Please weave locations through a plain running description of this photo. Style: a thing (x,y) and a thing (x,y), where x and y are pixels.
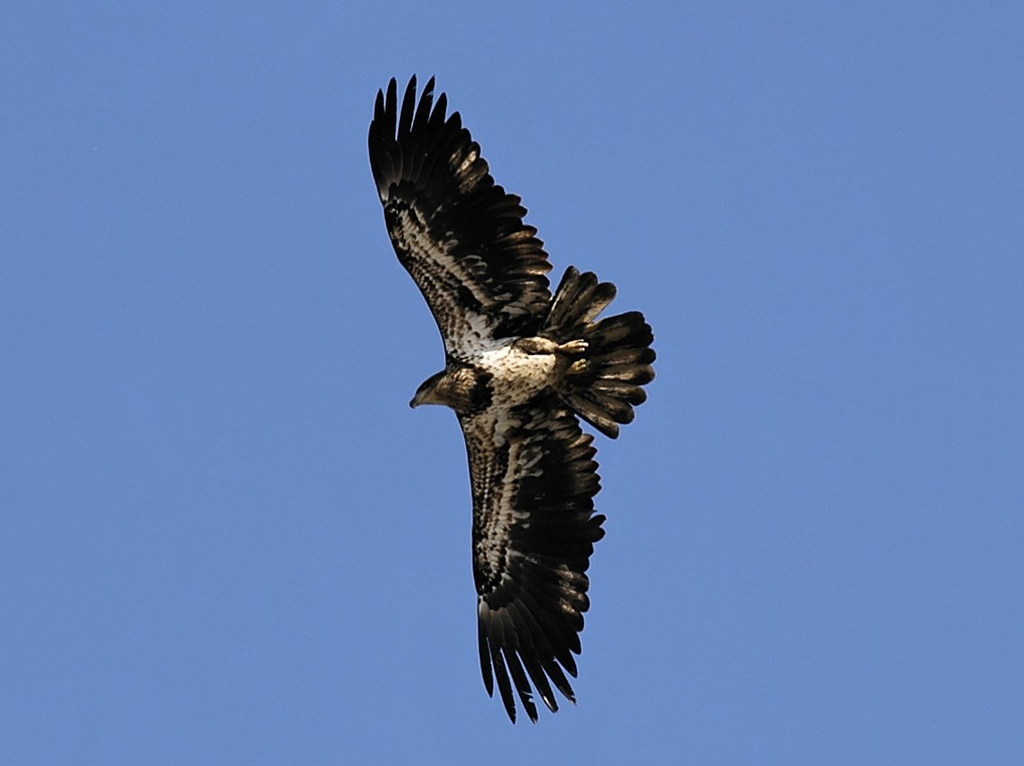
In this image I can see a bird (514,363) which is black, white and brown in color is flying in the air (432,355) and in the background (759,176) I can see the sky (698,441).
